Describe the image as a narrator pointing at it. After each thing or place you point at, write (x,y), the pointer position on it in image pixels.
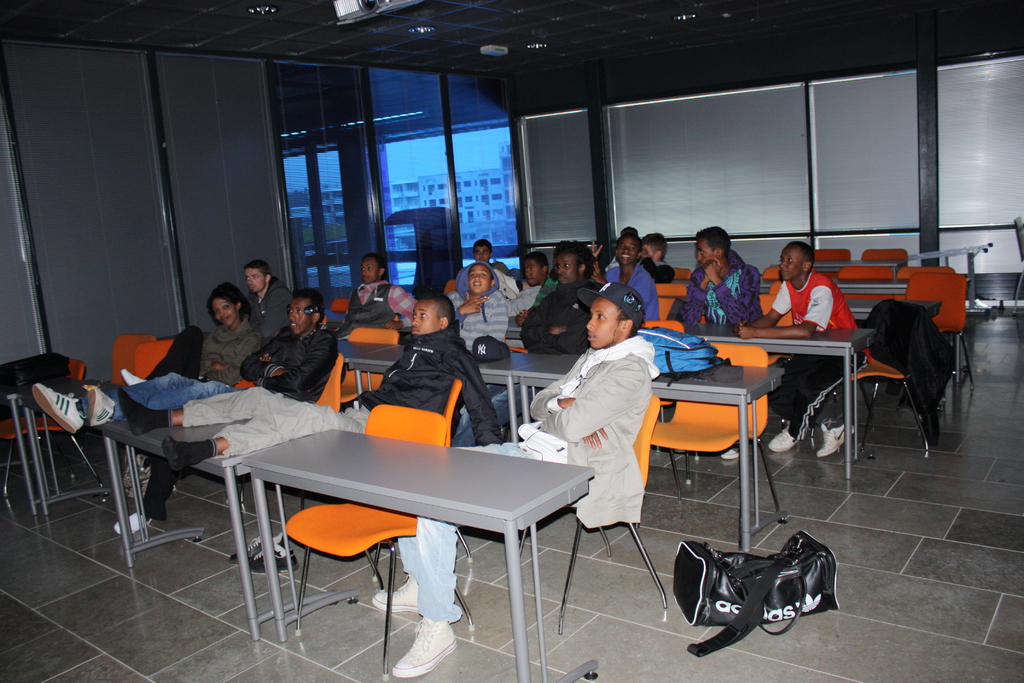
The image consists of few people (460,317) sat on chairs (704,431) in front of desk (452,473) and staring, This seems to be a classroom (744,352). On the back wall (672,185) there are windows (400,178) with curtain (729,174).
